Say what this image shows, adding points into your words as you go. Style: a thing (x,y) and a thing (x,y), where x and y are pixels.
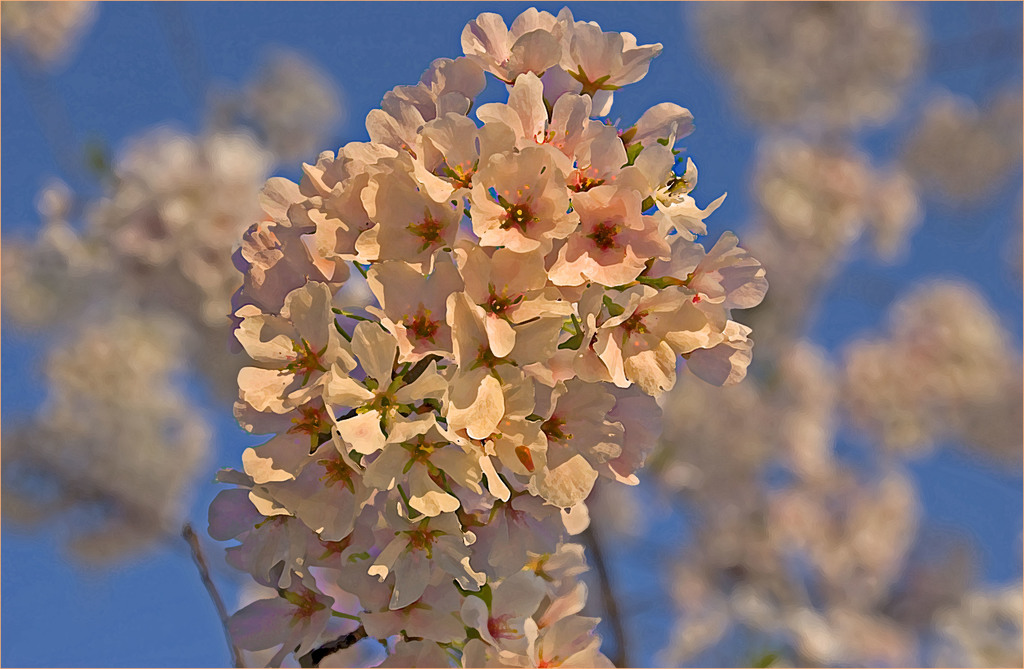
In this image in the foreground (460,317) there are some flowers (386,377), and in the background (239,195) also there are some flowers (786,518) and sky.
